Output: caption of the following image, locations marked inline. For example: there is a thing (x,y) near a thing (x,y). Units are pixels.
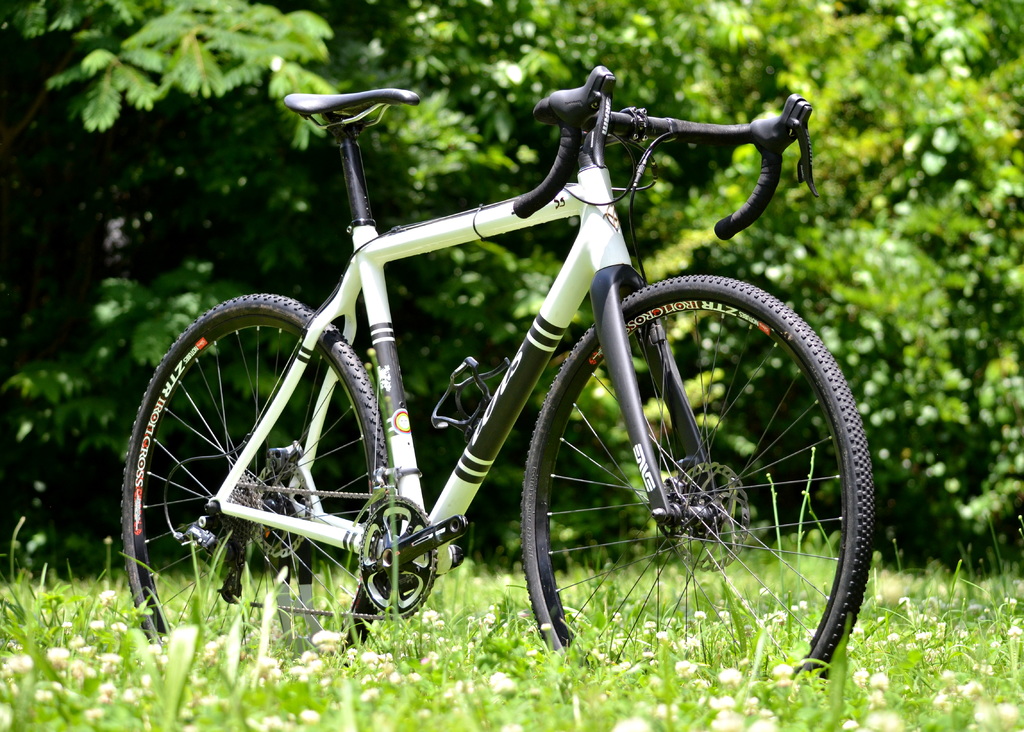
Here in this picture we can see a bicycle (564,279) present on the ground (503,657), which is fully covered with grass (49,642) and we can also see plants (877,487) and trees (599,446) present and we can see flowers (261,664) on the ground (350,699).
